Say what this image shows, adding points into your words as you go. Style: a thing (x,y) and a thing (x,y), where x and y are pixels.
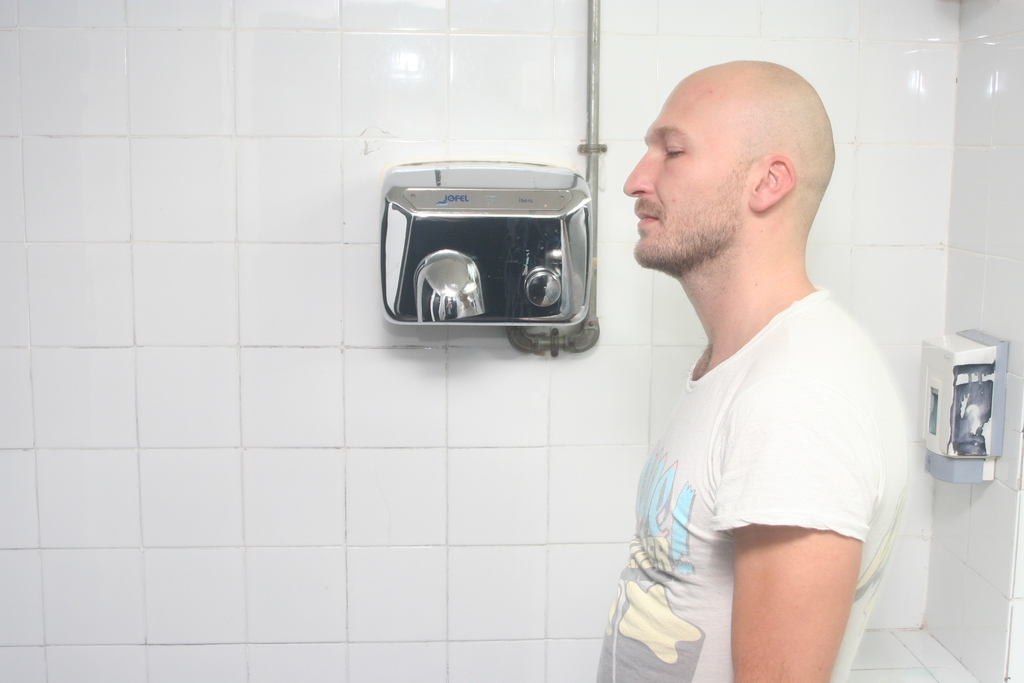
In this image we can see a man (794,232). On the right side (968,335) there is a wall (1023,361) with a soap dispenser (958,410). In the back (326,182) there is a wall (295,198) with an object (443,318).
